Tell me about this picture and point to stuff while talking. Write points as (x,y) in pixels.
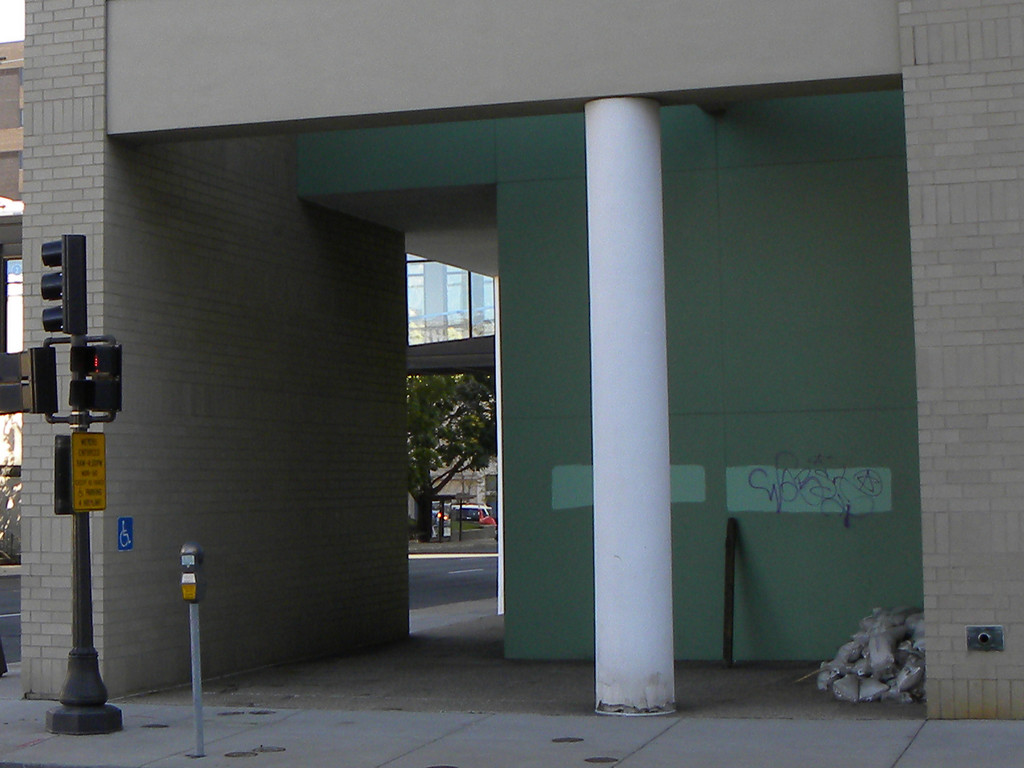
In this image we can see a building (407,184), wall (1020,321), pillar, pole (101,726) included with traffic lights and we can also see the tree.
